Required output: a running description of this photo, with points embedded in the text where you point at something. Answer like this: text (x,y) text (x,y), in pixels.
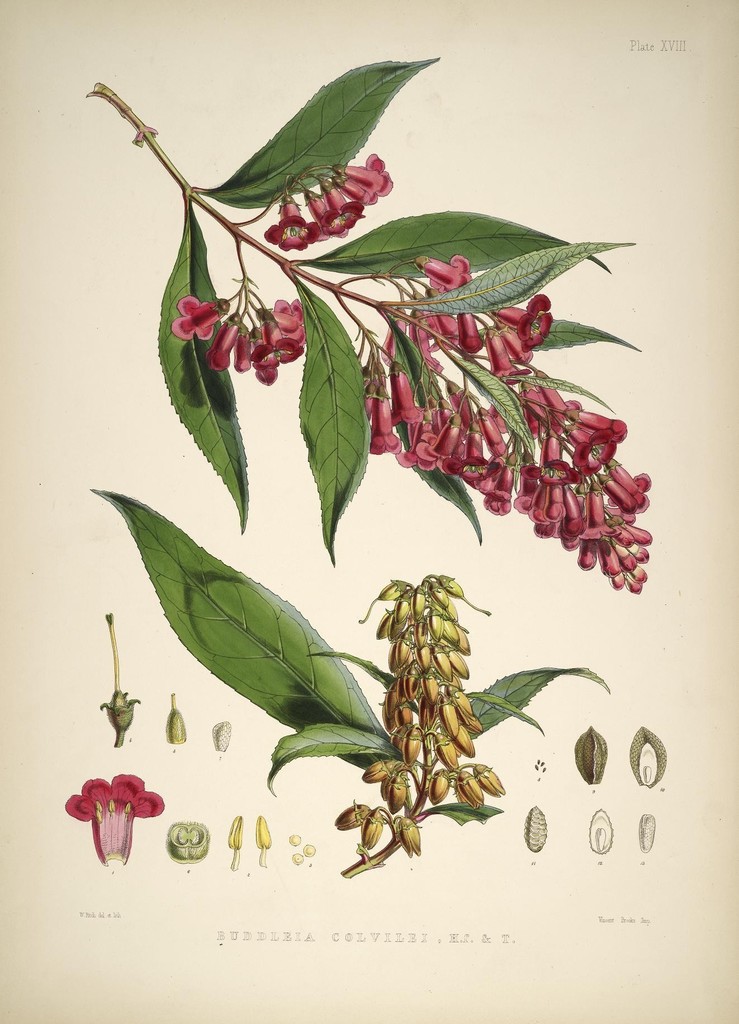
It is a poster. In this image there are flowers (607,455) and leaves (551,387). There is some text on the bottom of the image (376,930).
